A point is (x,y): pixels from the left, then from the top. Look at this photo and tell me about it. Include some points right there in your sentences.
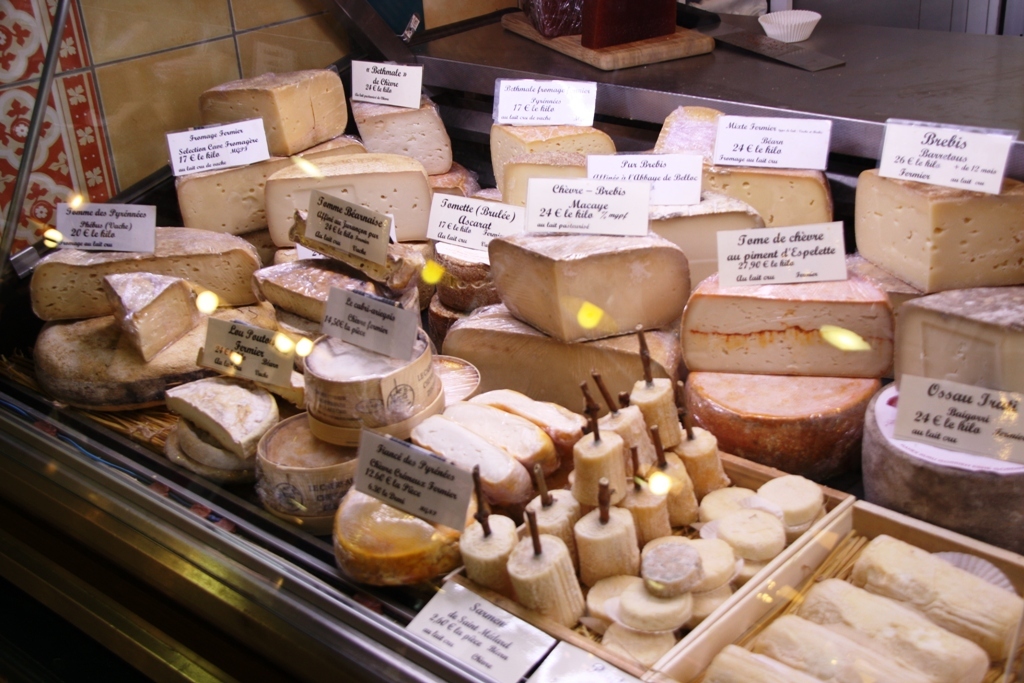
In this image we can see some food (770,402) in the wooden boxes (918,522) which are placed inside a glass container (39,431). We can also see the name plates (904,388) beside them. On the top of the image (436,72) we can see a table (772,88) containing a cup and some objects (691,50) on it. We can also see a wall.
